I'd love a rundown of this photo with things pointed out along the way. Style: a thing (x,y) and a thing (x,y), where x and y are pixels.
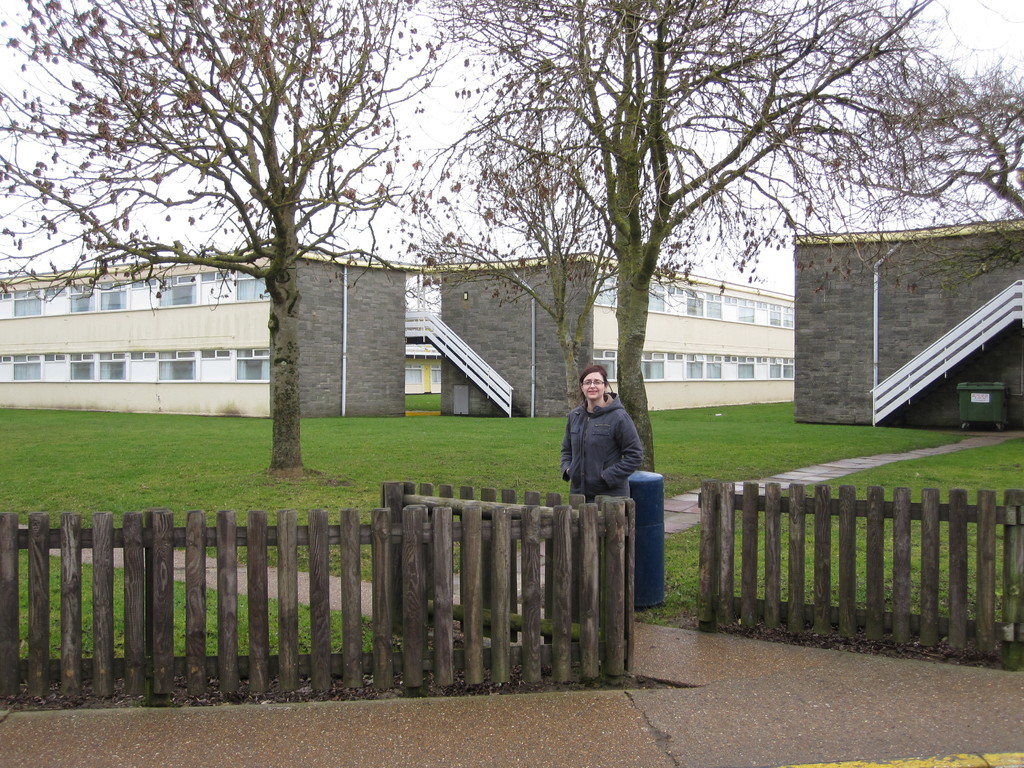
In this image I can see the ground (606,702), the wooden fencing (513,606), a person (623,428) standing, a blue colored object (644,490) on the ground (680,516), few trees (619,304) and few buildings (230,330) which are cream and black in color. I can see a bin (970,388) to the right side of the image (987,387) and In the background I can see the sky (427,122).
